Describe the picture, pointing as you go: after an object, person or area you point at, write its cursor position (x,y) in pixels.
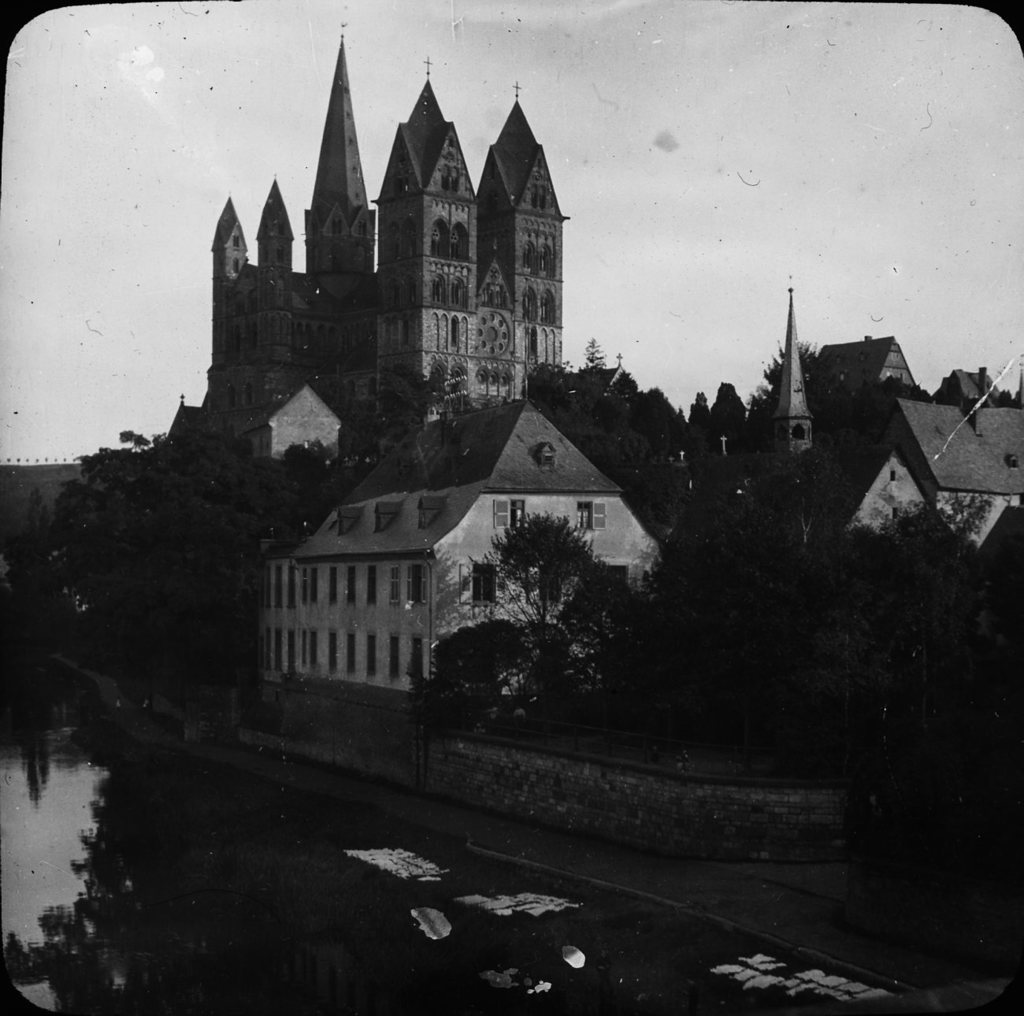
This is a black and white picture. At the bottom (152,942), we see water (247,956) and this water (102,868) might be in the pond (106,917). There are trees (547,663) and buildings (614,551) in the background (695,415). At the top (753,169), we see the sky (120,263). This picture might be a photo frame (679,998).
